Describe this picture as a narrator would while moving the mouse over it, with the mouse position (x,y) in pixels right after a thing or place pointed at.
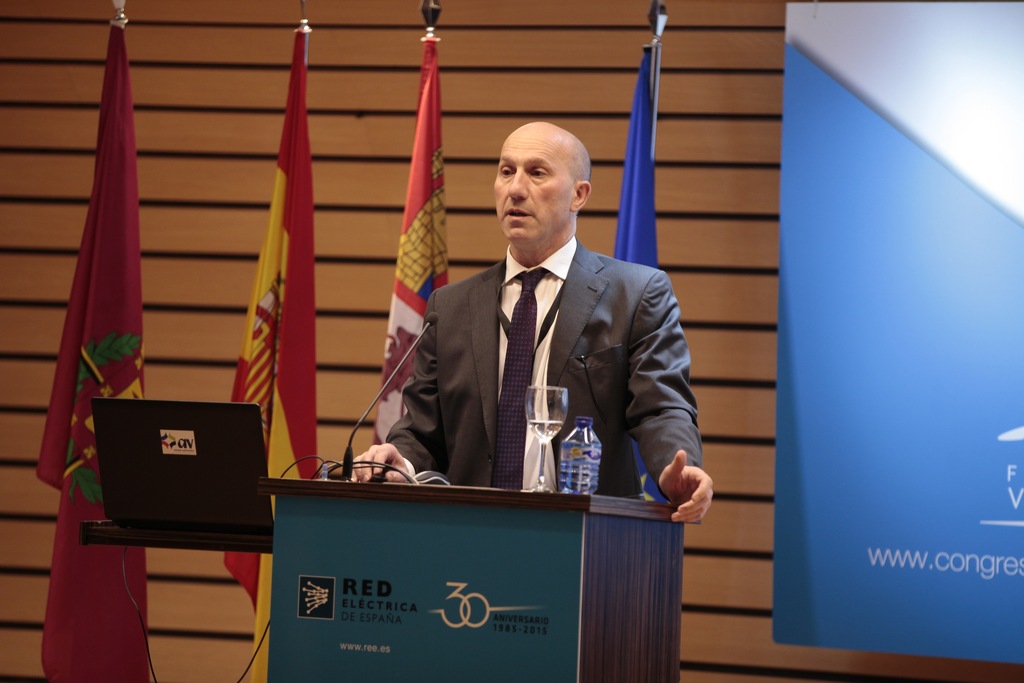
In this picture there is a man (630,332) in the center of the image (476,364) and there is a desk (360,551), mic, laptop (221,527), and water (536,424) in front of him, there is a projector screen (823,226) on the right side of the image (822,204) and there are flags (648,157) in the background area of the image (380,139).
